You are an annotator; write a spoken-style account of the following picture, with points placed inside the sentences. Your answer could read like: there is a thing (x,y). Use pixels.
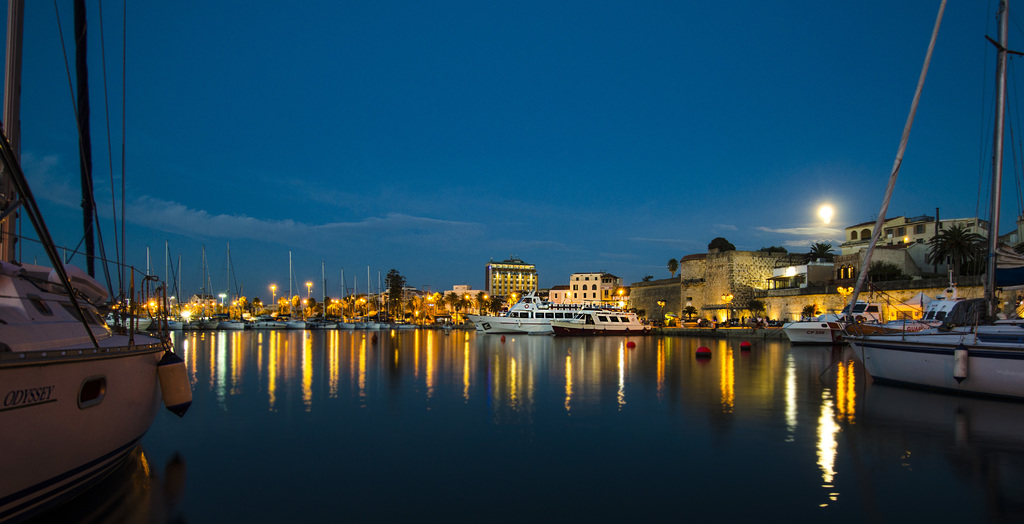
In this image we can see there are a few boats (613,329) and ships (626,321) in the river (445,406). On the left side of the image (298,324) we can see few boats (275,321) are on the side of a river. In the background of the image (705,291) we can see there are so many buildings (588,293), lights (571,295), trees (397,291) and sky (431,156).
